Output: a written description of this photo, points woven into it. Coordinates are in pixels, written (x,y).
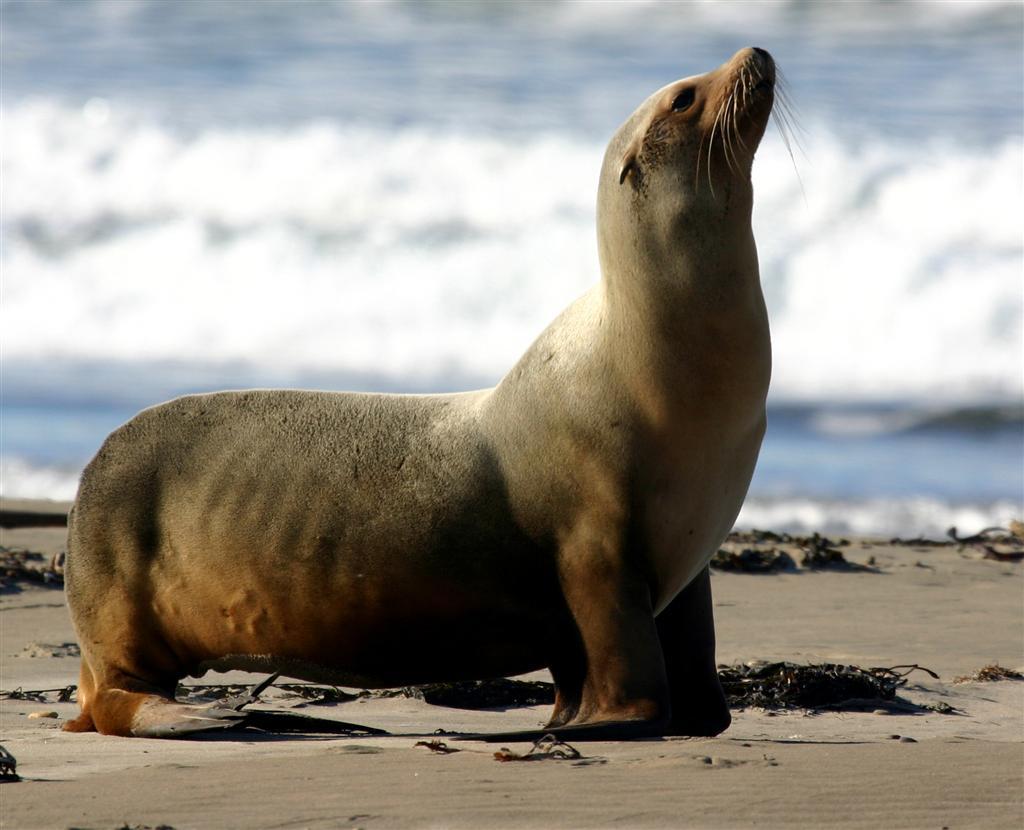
In this picture we can see a sea lion (332,573) on the sand (406,716) and behind the sea lion (378,489) there is the water (333,370).
